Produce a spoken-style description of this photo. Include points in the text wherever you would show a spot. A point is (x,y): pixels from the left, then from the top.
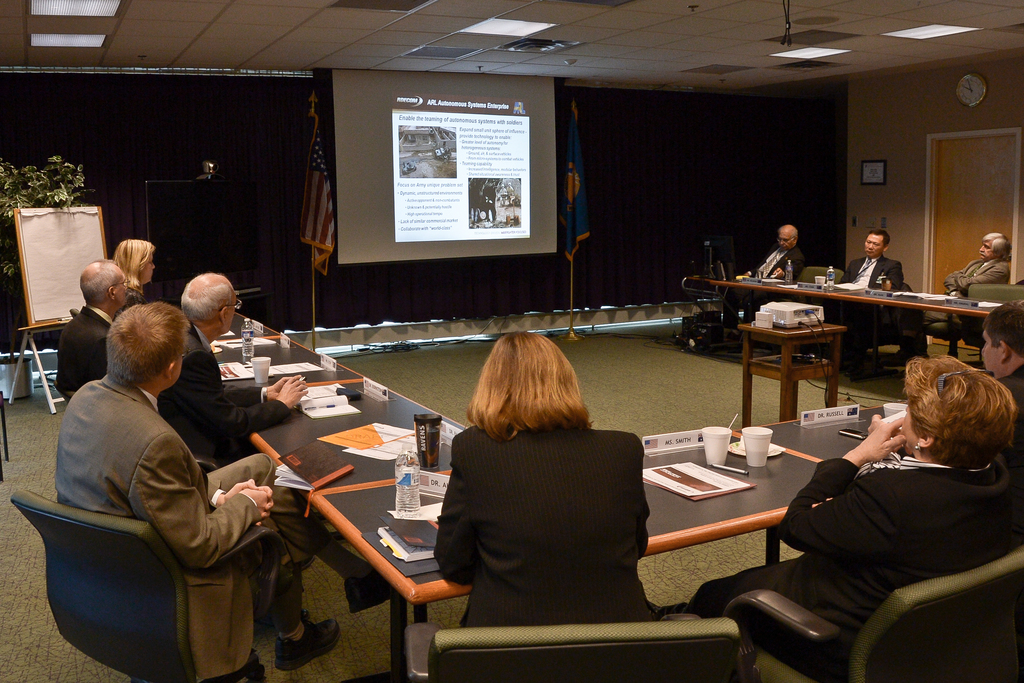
As we can see in the image there is a screen (435,178), board (32,243), few people (84,291) sitting on chairs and a table (361,410). On table (257,337) there are bottles (244,331), glasses (268,365) and papers (321,391).
